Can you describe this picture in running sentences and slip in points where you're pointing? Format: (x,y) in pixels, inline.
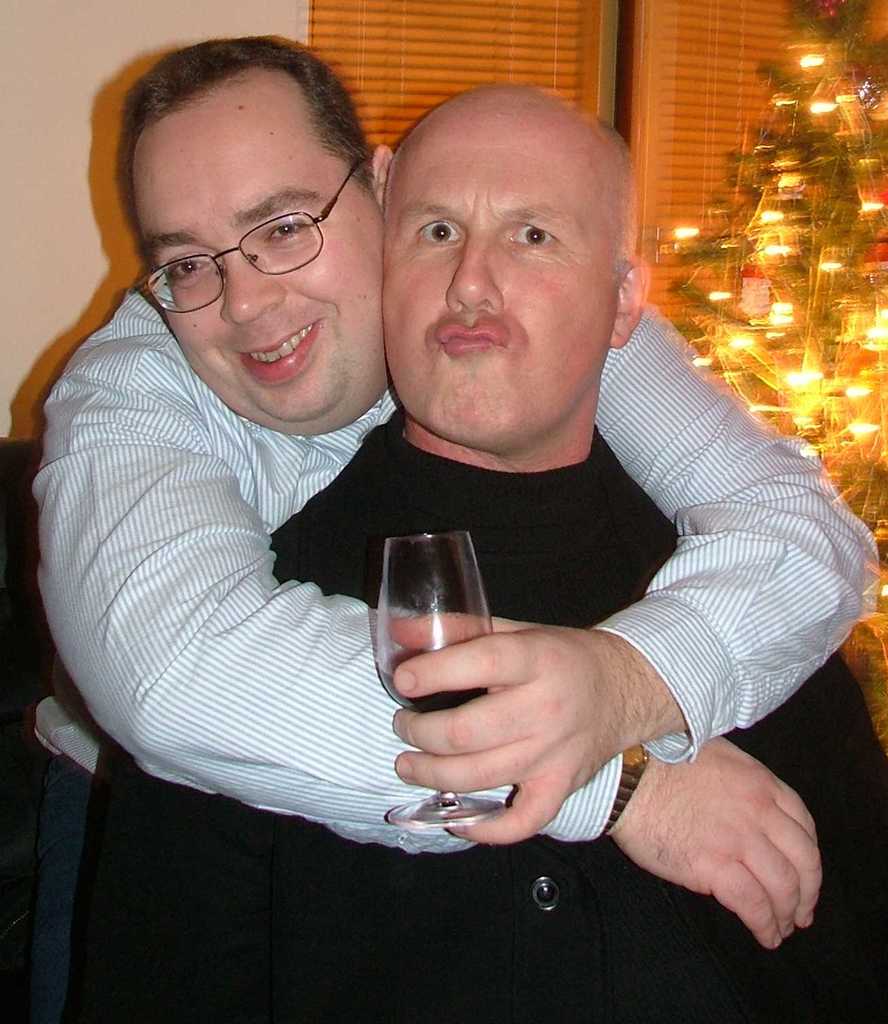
In this image I can see two people (340,688) with different color dresses (344,569). I can see the person (367,649) is holding the glass (458,702) and the person (214,274) with the specs (212,274). To the right (754,372) I can see the lights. And there is a wall (174,32) in the back (174,32).
